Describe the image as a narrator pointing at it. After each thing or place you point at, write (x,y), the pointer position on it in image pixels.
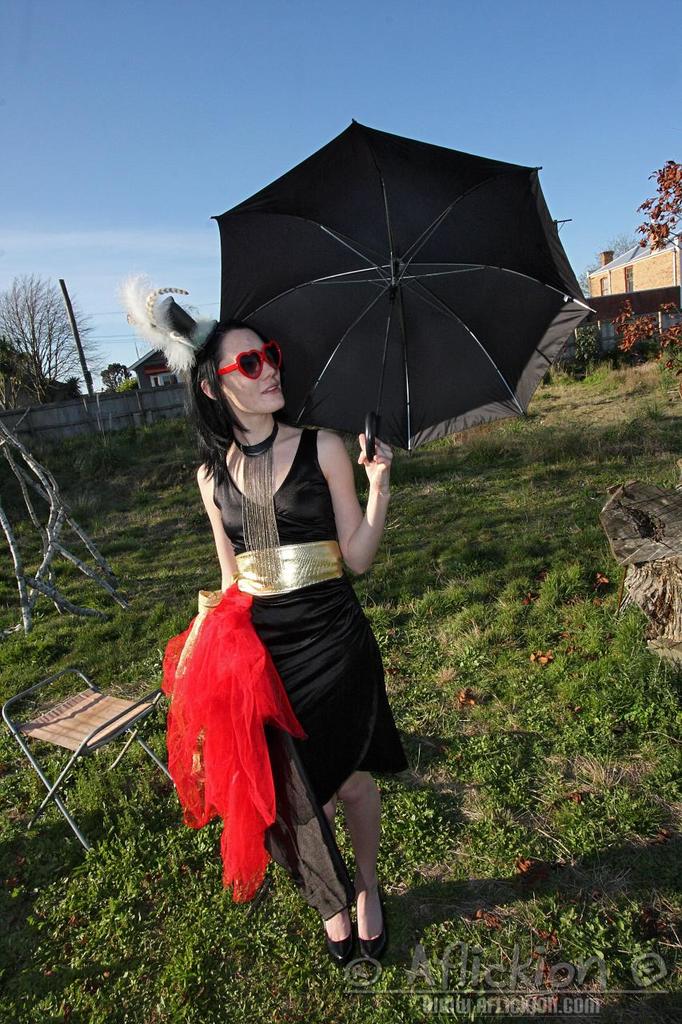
In this image there is a girl (270,584) standing on the ground (384,532) by holding the black colour umbrella (377,313). In the background (617,275) there is a building (630,278) on the right side (635,284). On the ground (550,626) there is grass (586,639) and some small plants (565,438). At the top (129,93) there is sky (116,88). On the left side (63,416) there is a wooden fence (103,416) at the back side (113,422). At the bottom (52,724) there is a stool (89,704) beside the girl (273,651). The girl (273,617) is wearing the black colour costume (260,600).
